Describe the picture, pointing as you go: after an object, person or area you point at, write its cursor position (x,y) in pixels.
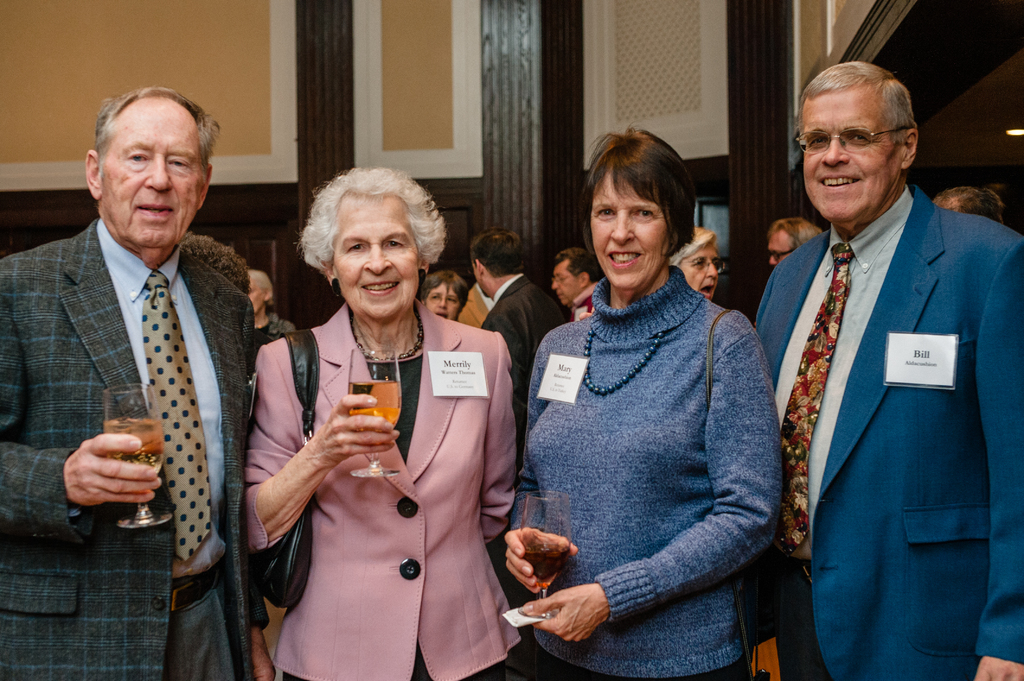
This is an inside view. Here I can see four persons (421,407) are standing, smiling and giving pose for the picture. Two (246,367) are men (899,411) and two (662,411) are women (436,410). These are holding wine glasses (131,414) in the hands (121,483). In the background (502,294), I can see some more people (545,292). At the top (336,52) I can see the wall (395,72).
